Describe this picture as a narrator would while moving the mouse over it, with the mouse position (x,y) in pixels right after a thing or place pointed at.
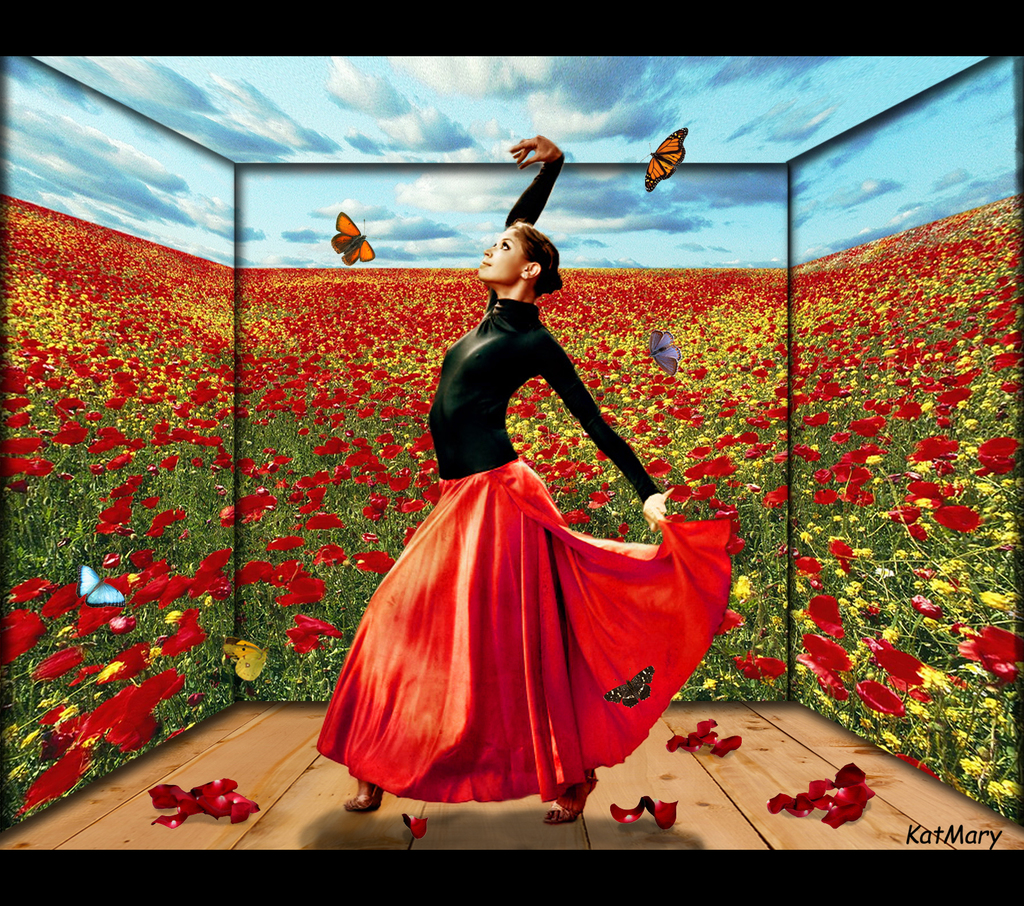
In the image there is a lady (535,623) standing and holding her skirt (706,536) in her hand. On the floor (274,769) there are flowers (211,804). Behind her there is a background (81,544) with plants (194,360) and flowers (598,373) which are in red and yellow color. There are butterflies (627,688) flying.
